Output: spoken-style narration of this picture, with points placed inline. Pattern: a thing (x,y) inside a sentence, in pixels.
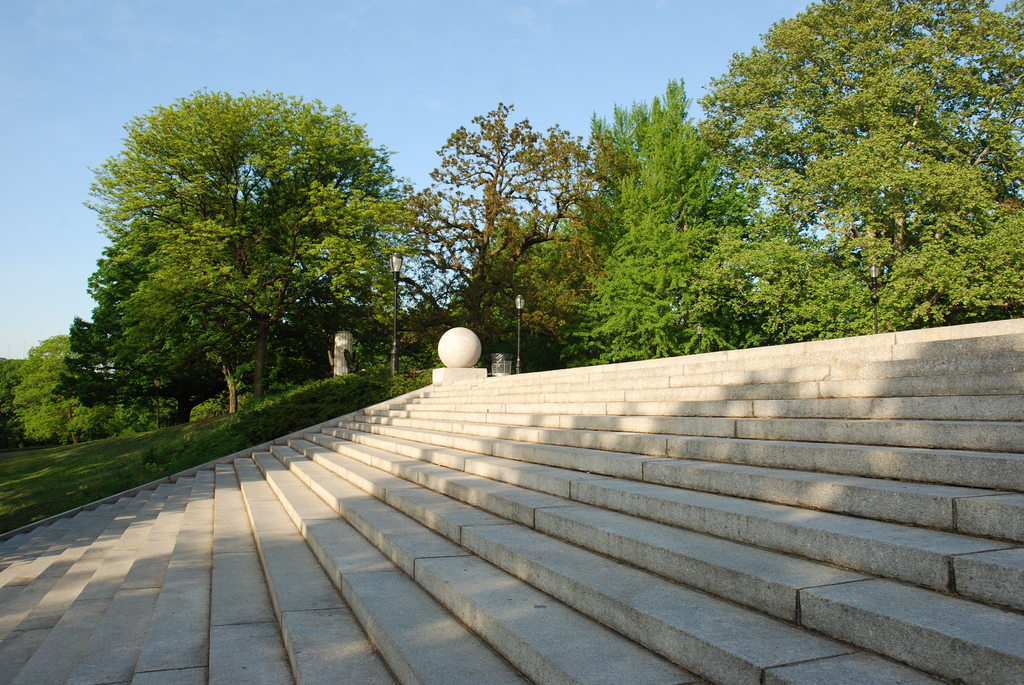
This picture is clicked outside. In the foreground (342,583) we can see the stairs (567,369) and the lamps (393,260) attached to the poles (393,314) and we can see the green grass (24,497), plants (255,416) and trees (659,318). In the background (554,49) there is a sky (75,110).
